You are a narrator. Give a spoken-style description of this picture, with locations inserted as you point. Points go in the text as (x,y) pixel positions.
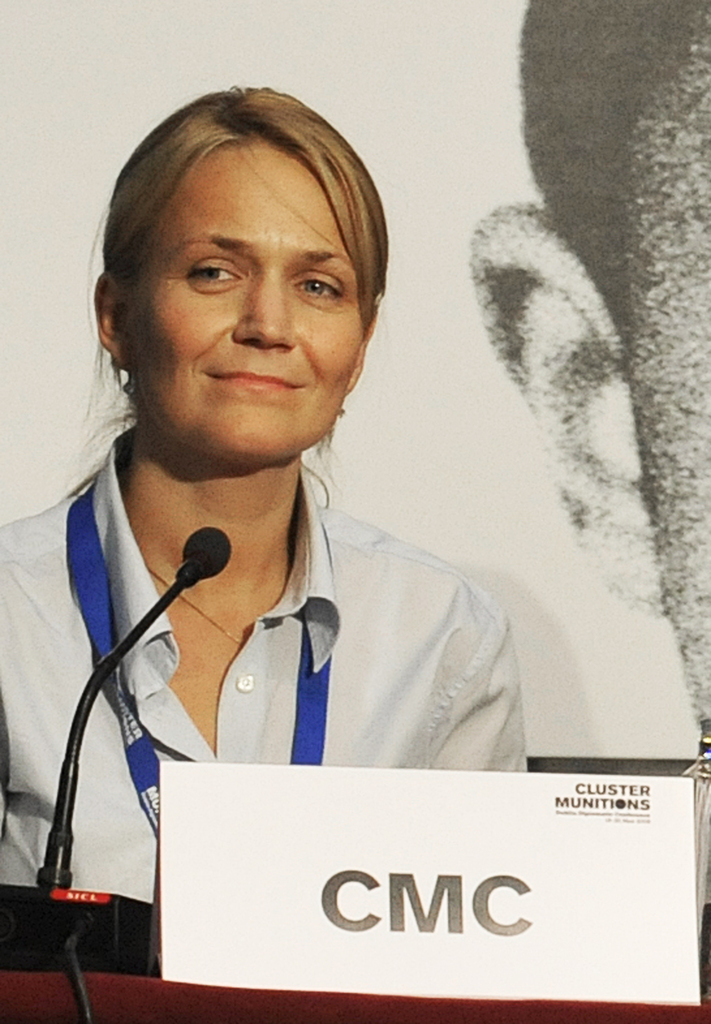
In this image we can see a person (173,670) wearing white color shirt (450,598), blue color ID card (322,691), sitting on a chair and in front of her there is microphone (48,874) and some name board (294,920) on the table (48,980) and in the background of the image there is white color sheet (405,31).
